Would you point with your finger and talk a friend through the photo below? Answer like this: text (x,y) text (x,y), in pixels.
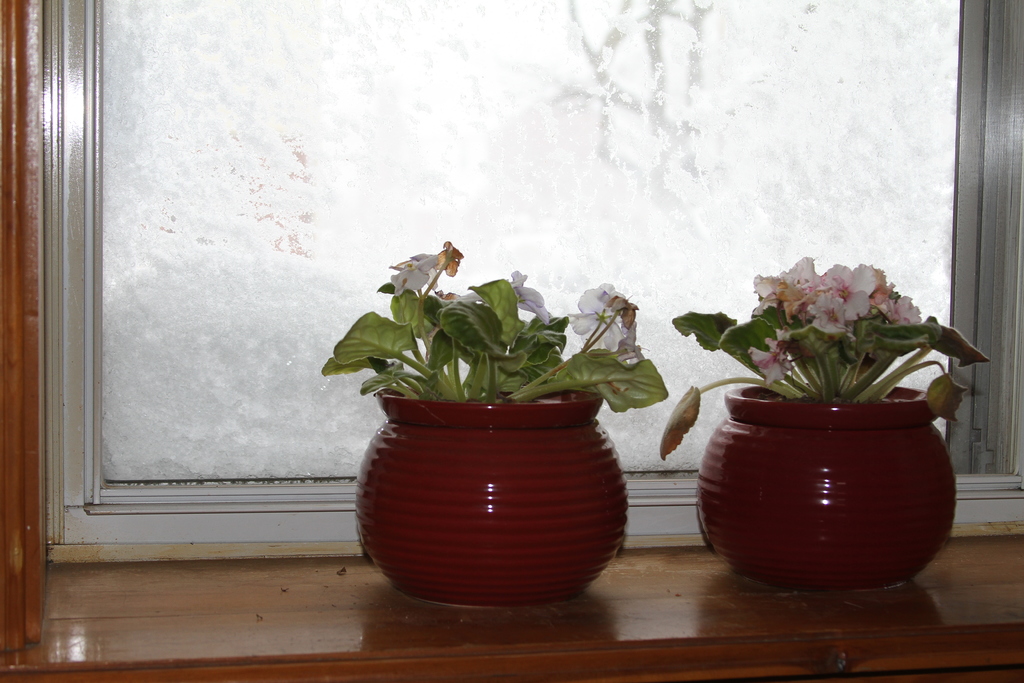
In this picture I can see the plants (497,374) in the pots (548,454) and I can see few flowers (583,299) and I see that these 2 pots (494,514) are on the brown color surface (356,574). In the background (254,254) I can see a window (637,239).
